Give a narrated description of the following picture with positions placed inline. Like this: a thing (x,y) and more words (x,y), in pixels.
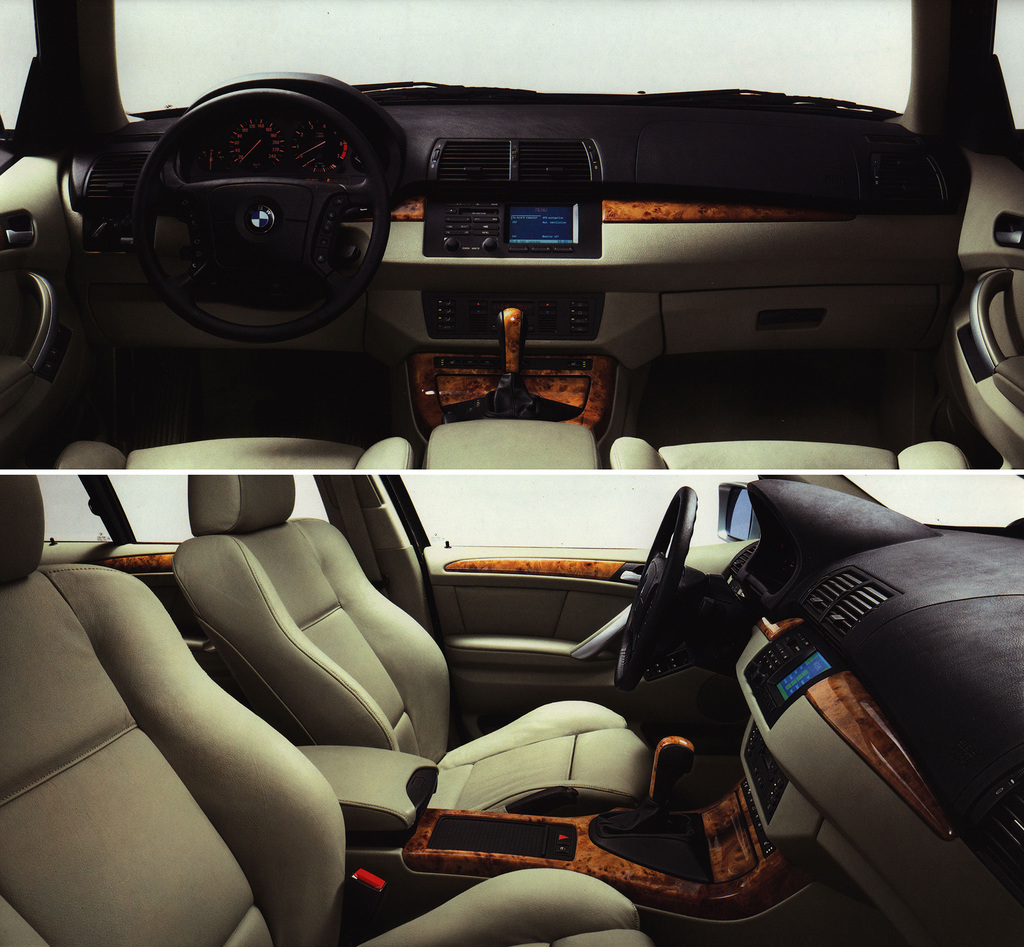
This is a collage picture. At the top (764,166) there is a vehicle (698,143) and there is a steering (340,228). At the bottom (534,790) there are seats (488,739) and there are windows (567,532) and there is a mirror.
